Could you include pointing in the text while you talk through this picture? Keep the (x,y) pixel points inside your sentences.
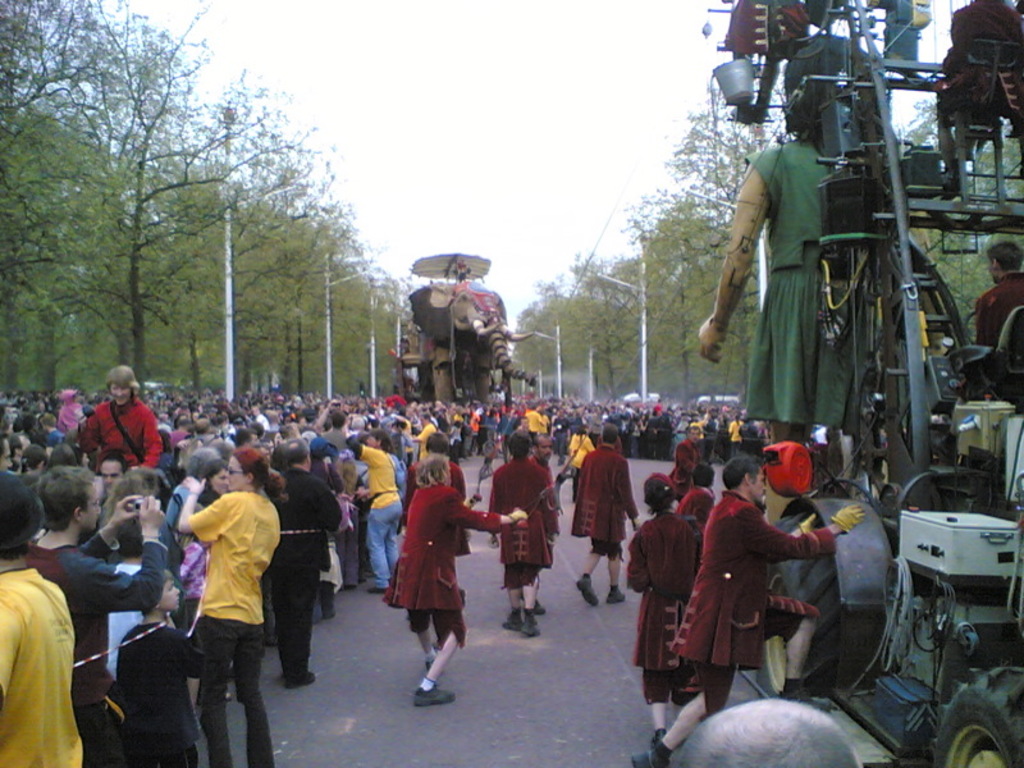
In this image there are a few people (305,459) gathered on the road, in front of the image there is a truck (877,167) with depictions (784,206) of persons (809,116) and there are a few people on the truck (884,379). In this image there is an elephant (483,295), on top of the elephant (483,295) there are a few people (459,272) sitting, on the either side of the road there are lamp posts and trees (380,333).
